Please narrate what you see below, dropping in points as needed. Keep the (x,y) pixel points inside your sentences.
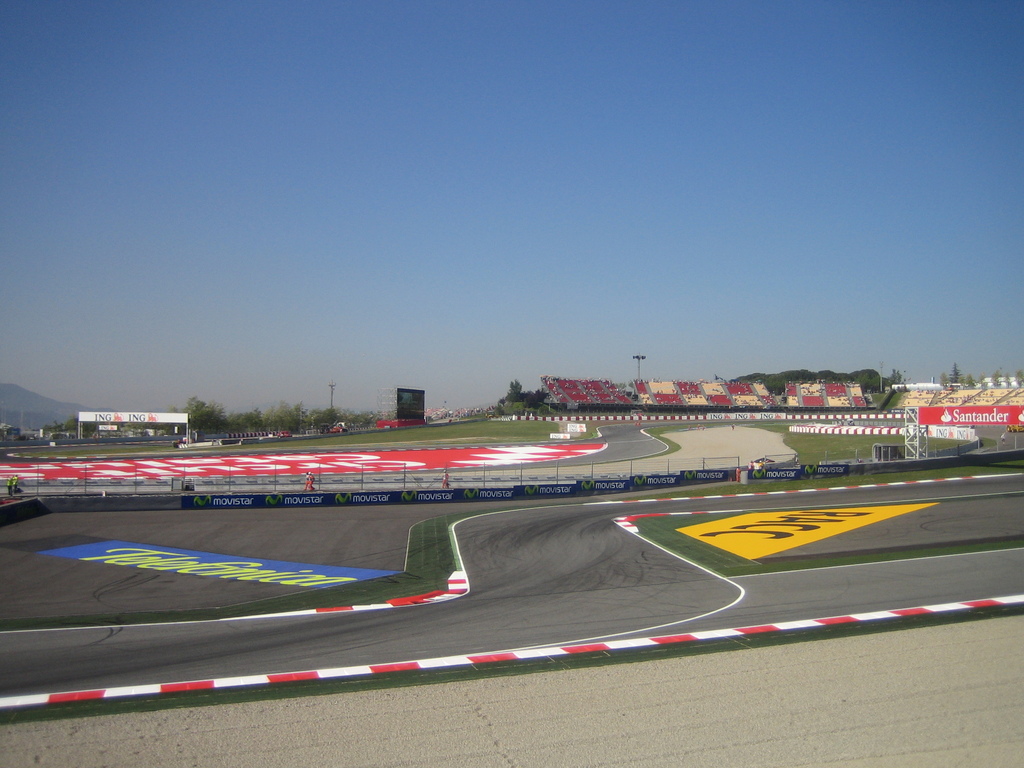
In this image there are roads (603,584) and we can see boards (948,415). There are poles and trees (364,424). In the background (125,382) there are hills (46,403) and sky (484,170).
